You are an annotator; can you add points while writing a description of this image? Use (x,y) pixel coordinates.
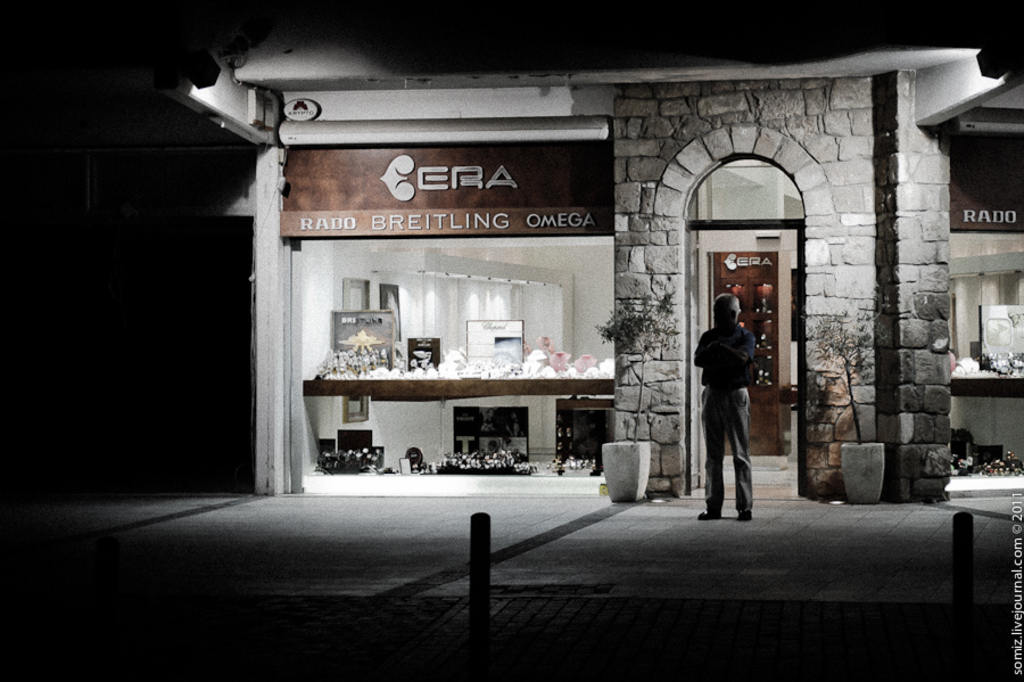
In this image, we can see a few houses (943,476). We can see a person (711,453). We can see the ground (1002,572). We can see some plants (644,337), poles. We can see some objects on the shelf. We can see some boards (430,191) with text (430,181). We can see some lights (205,79). We can see the wall (674,456).
